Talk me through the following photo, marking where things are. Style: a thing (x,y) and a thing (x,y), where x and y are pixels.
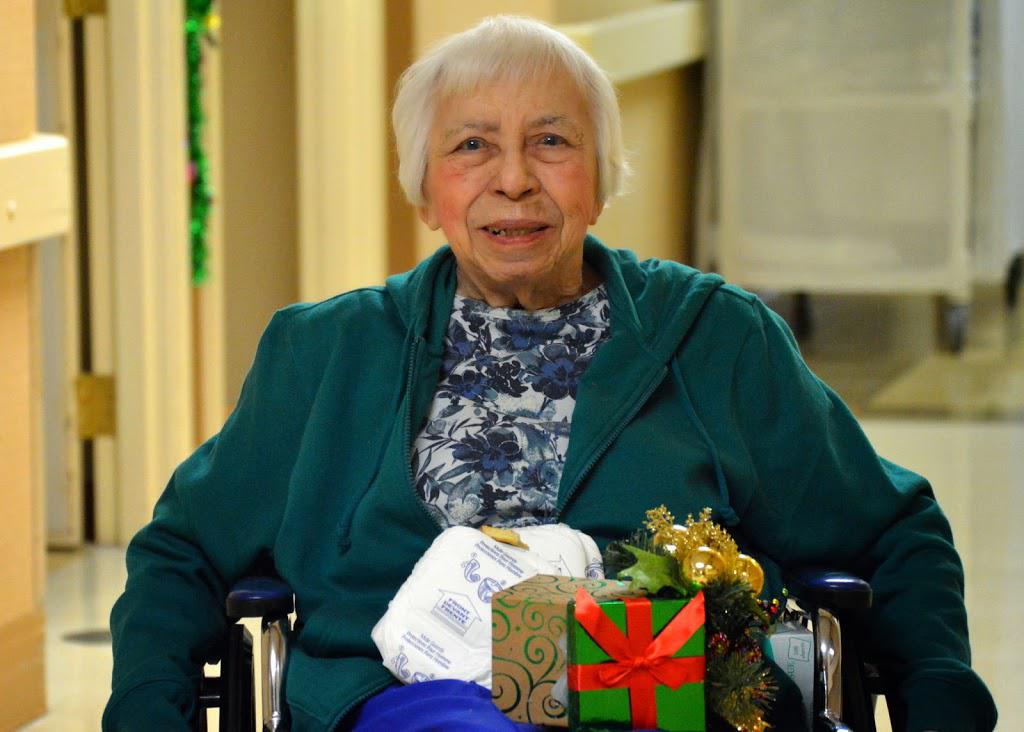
In this image we can see a lady (513,479) sitting on the wheel chair (250,692), on her we can see some gifts (653,634), papers (553,526), behind her there is a wall (688,103), table (846,44), and the background (35,372) is blurred.
